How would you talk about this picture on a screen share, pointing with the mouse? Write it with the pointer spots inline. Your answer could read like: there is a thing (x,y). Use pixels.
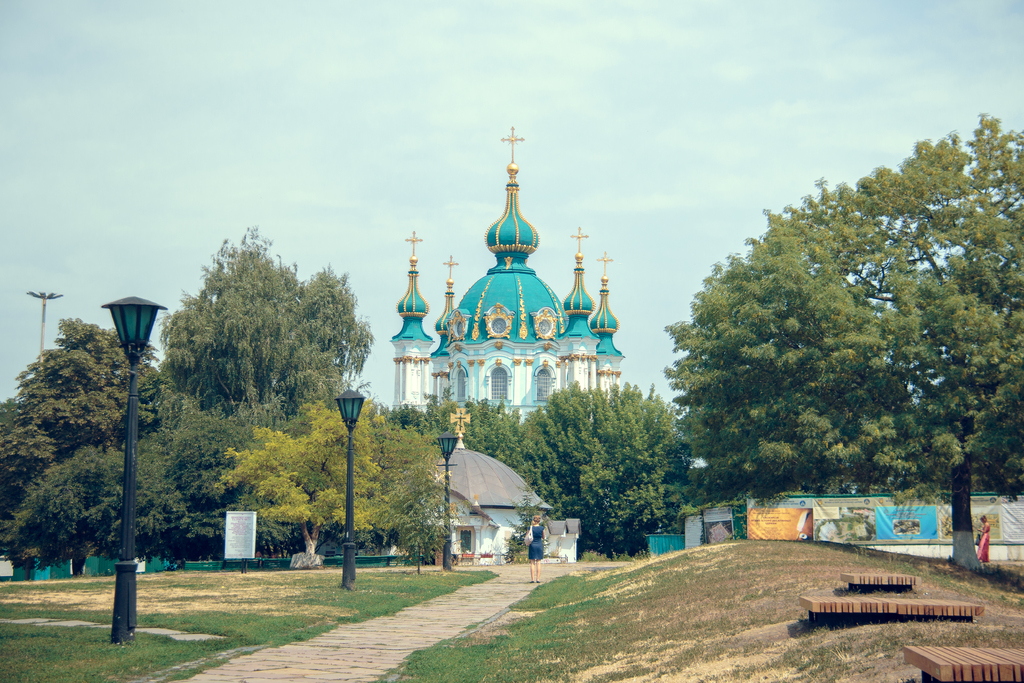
In this image there is a person (537,526) carrying a bag (529,536) is standing on the path (491,593). Left side (127,611) there are few street lights (126,627) are on the grassland (250,572) having few trees (312,488). Middle of the image (581,304) there is a building (516,514). Background (561,497) there are few trees (557,479). Right side (985,533) there is a person (987,551) standing on the land (994,568). Behind there is a wall (812,514). Top of the image (268,110) there is sky (315,78) with some clouds (359,113). Right bottom there are few benches (917,615) on the grassland (795,646).
